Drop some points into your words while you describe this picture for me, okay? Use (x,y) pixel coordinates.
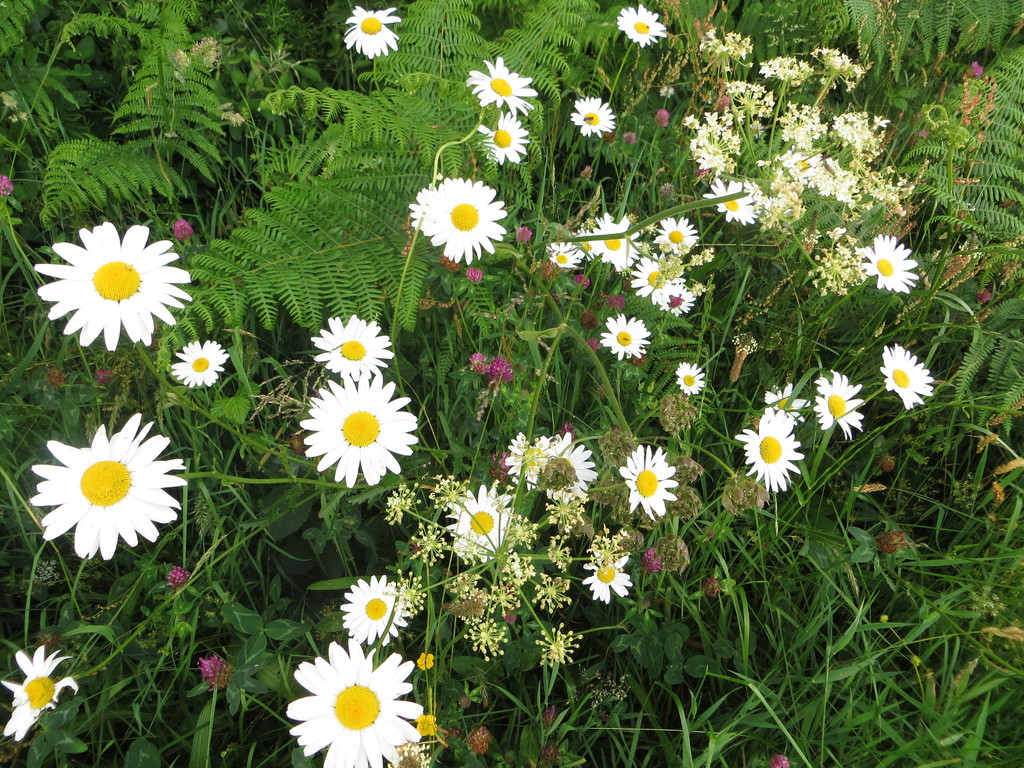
In this picture there are plants (498,287), flowers (596,472) and grass (519,303).
